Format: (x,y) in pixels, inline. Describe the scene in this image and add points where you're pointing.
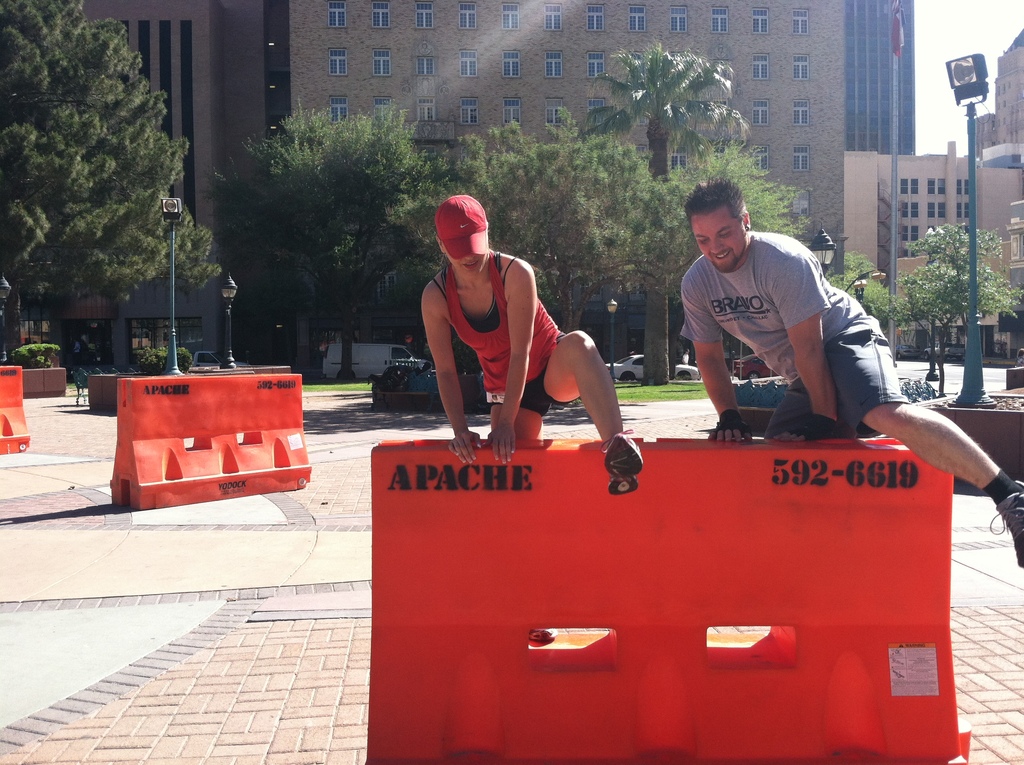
In the foreground of the image (487,220) there are two persons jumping a barricade (713,485). In the background of the image (442,154) there are buildings (187,132), trees (66,149). At the bottom of the image (259,670) there is floor (178,672). To the right side of the image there is a pole (973,372). There is a flagpole (891,254).
